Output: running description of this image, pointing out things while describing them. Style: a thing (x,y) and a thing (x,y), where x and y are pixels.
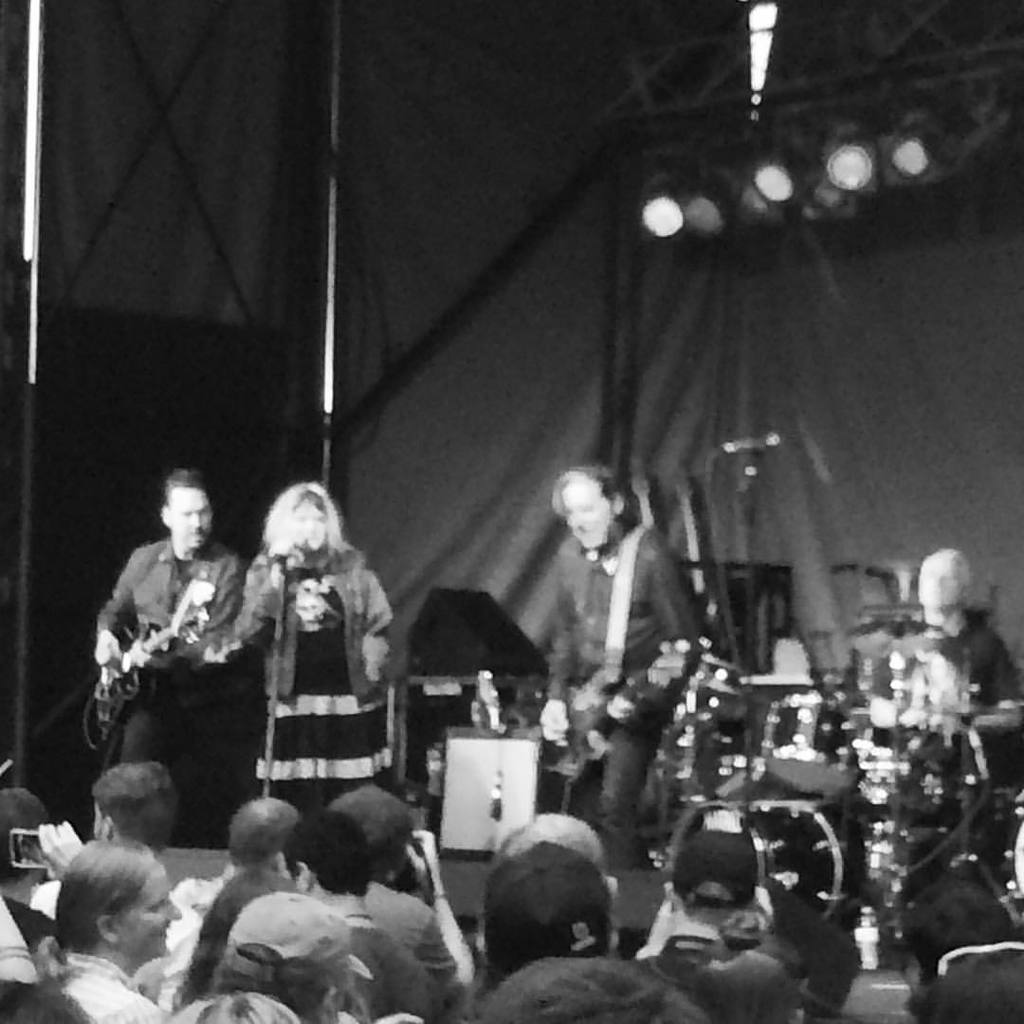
In the image there are four people (623,652) three men (964,685) and one woman (242,612). Who is holding her microphone (282,556) from left to right three men's (933,643) are playing their musical instruments (876,635) and there are group of people (176,944) as audience (713,945). In background (744,535) there are curtains (745,344), lights (667,208).
